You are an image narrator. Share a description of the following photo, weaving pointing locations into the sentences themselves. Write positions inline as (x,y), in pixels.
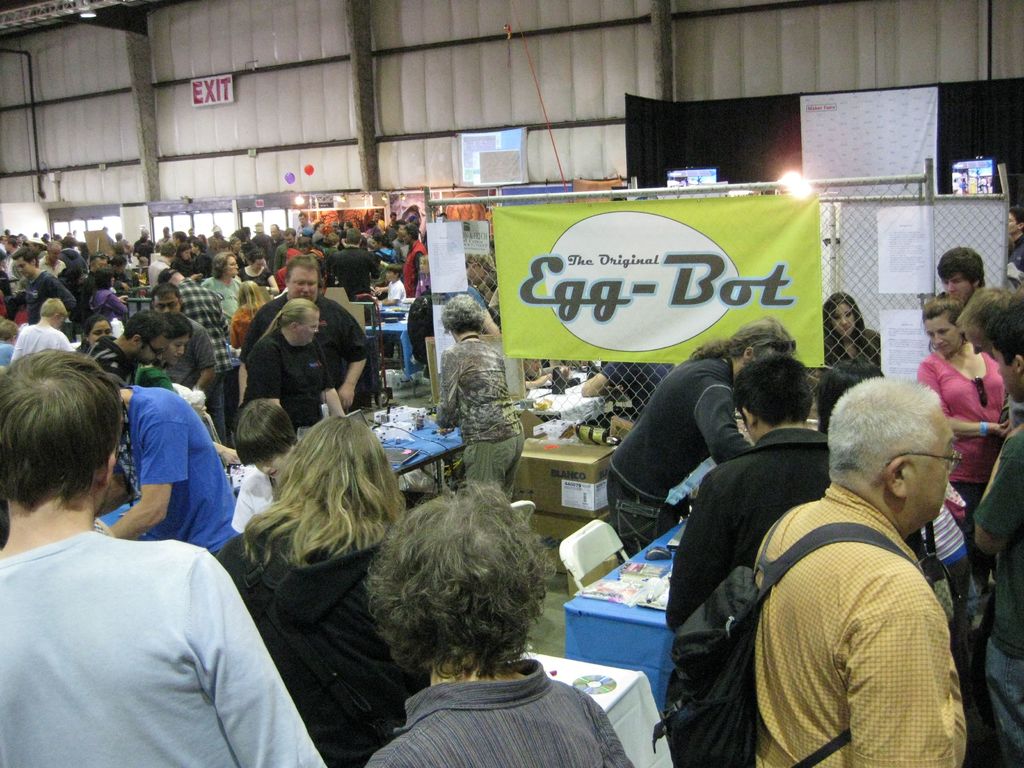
In this image we can see a group of people (472,630) standing beside the tables (553,411). We can also see a banner (673,332) to a fence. On the backside (391,139) we can see a wall (403,163).
